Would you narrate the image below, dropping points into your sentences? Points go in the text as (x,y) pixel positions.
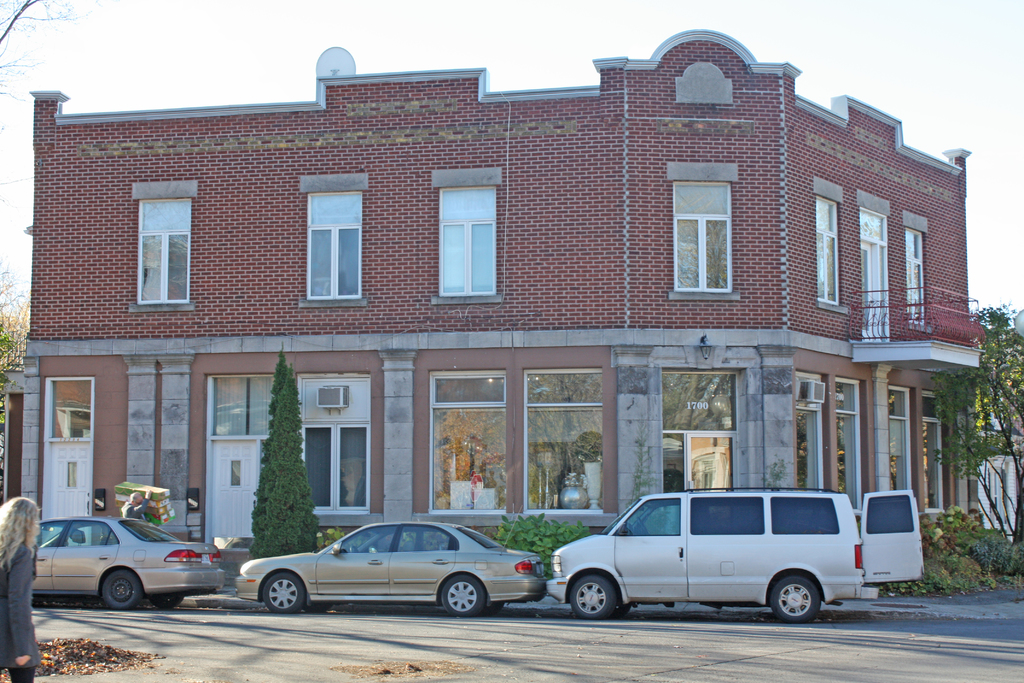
This image consists of a building (696,183) along with windows (349,377). At the bottom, there are doors (84,449). And we can see the cars (661,521) parked on the road (954,628). On the left (9,642), we can see a woman (30,602). At the bottom (196,675), there is a road (602,670). On the left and right, there are trees (1005,443). At the top (288,11), there is sky (243,2).
